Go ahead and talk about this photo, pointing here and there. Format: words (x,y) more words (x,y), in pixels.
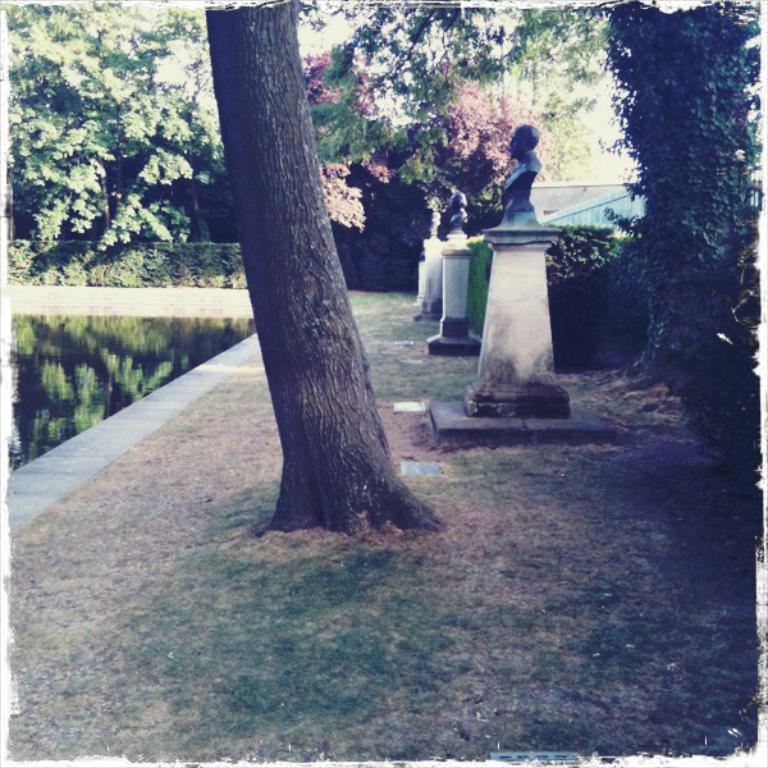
In the image we can see sculpture (516,185), grass (288,585) and a tree trunk (305,376). We can even see water (137,350) and on the water (109,366) we can see reflection (103,342) of the trees (77,121). We can see the tree (70,179).
